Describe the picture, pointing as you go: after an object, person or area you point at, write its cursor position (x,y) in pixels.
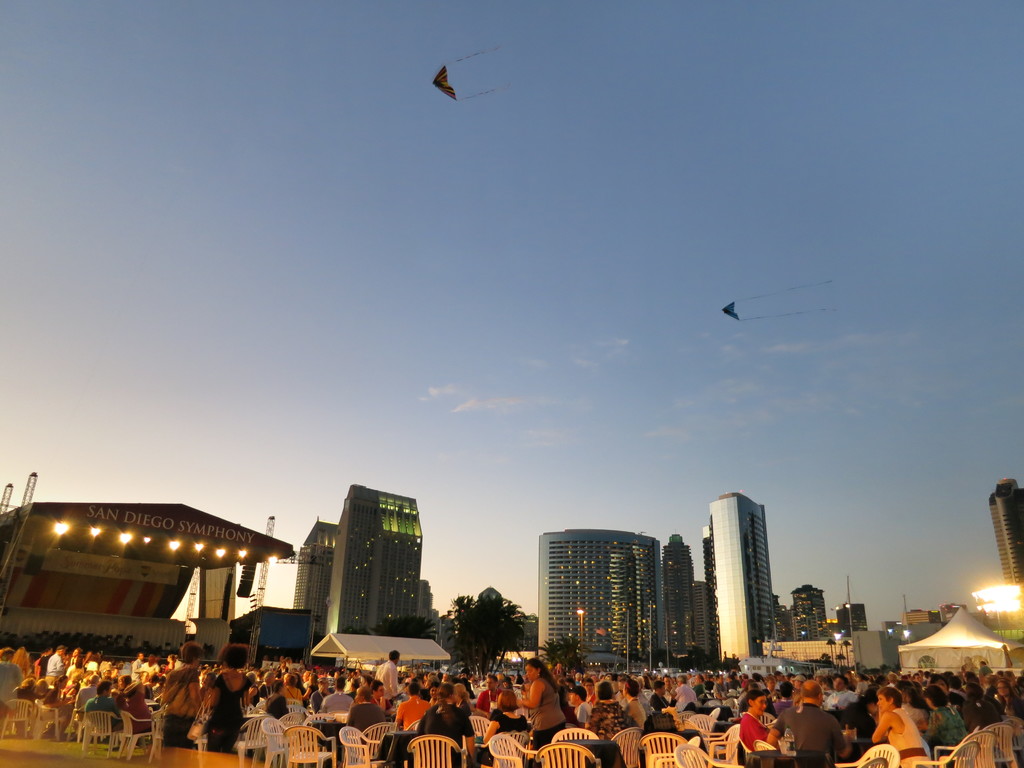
There are many people (651,702) sitting in chairs (650,732) and there are buildings (602,588) in the background (602,588) and there are two objects (736,315) flying in the sky (413,117).
